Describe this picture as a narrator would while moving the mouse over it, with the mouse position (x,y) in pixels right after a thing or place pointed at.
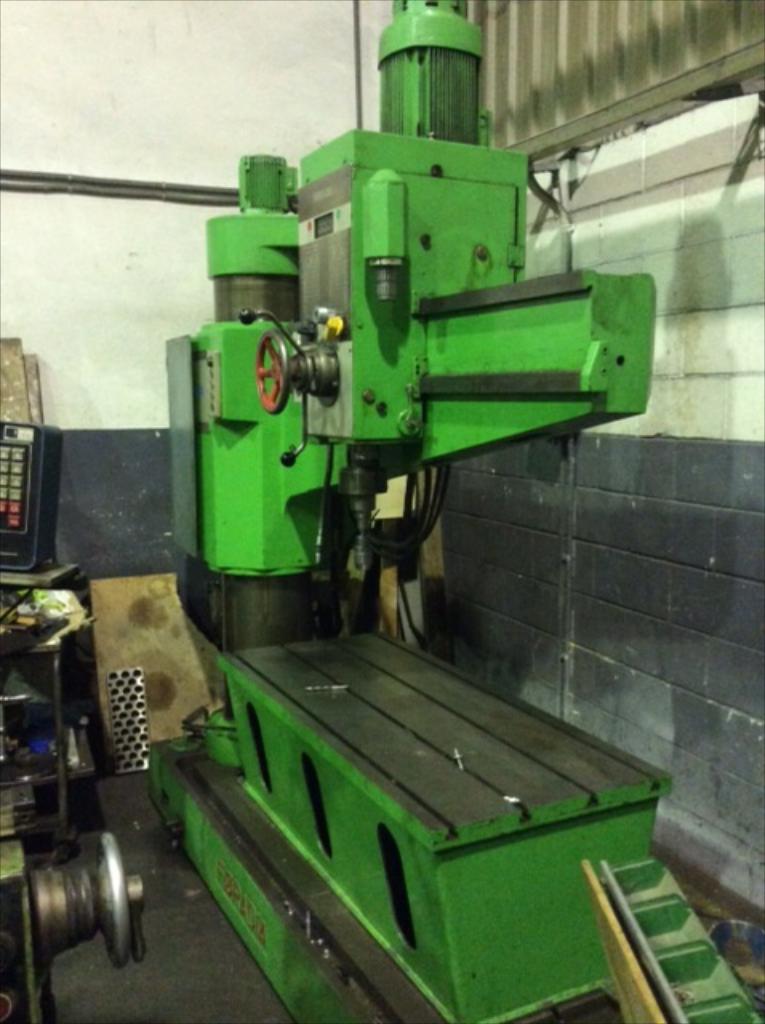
In this image in the center (309,511) there is a machine (310,685) which is green in colour and on the left side (30,589) there are objects (25,617). In the background (123,216) there is a wall (108,337) which is white and grey in colour.
